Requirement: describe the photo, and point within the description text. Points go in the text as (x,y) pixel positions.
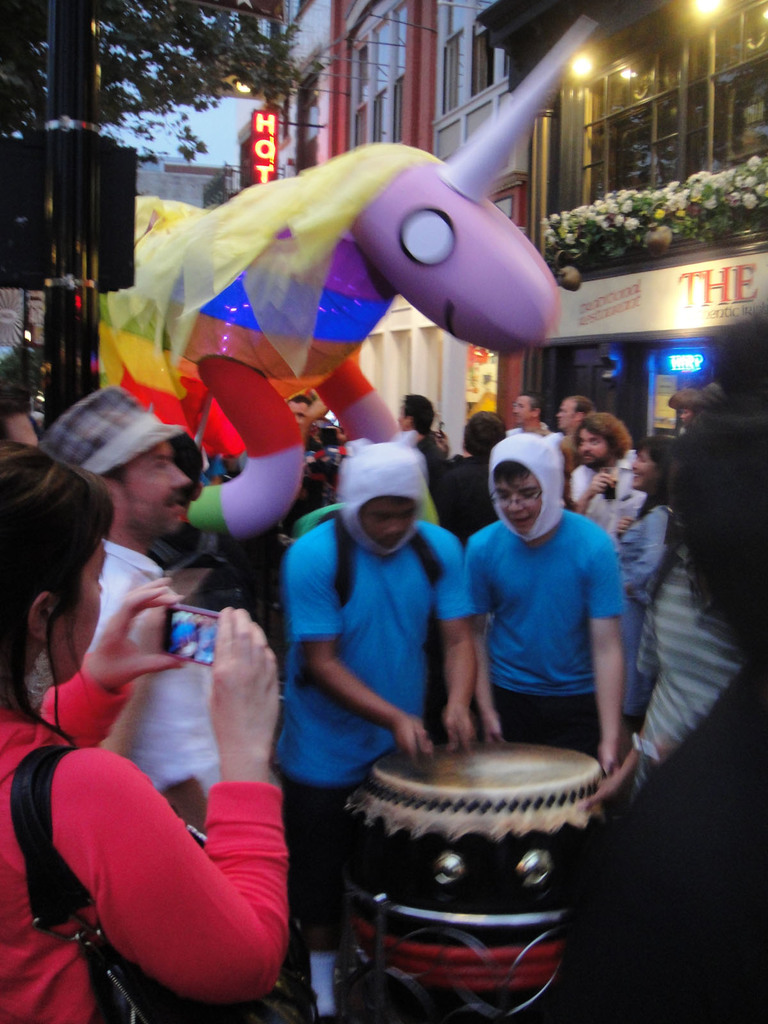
There is a group of people (457,510). They all are standing. On the right side (576,524) we have a two persons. They both are wearing colorful shirts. They both are wearing white color caps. On the left side (130,818) we have a woman (74,818). She is wearing a bag (47,829) and she is holding a mobile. She is watching a video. The background we can see the beautiful sky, trees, flower vases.
